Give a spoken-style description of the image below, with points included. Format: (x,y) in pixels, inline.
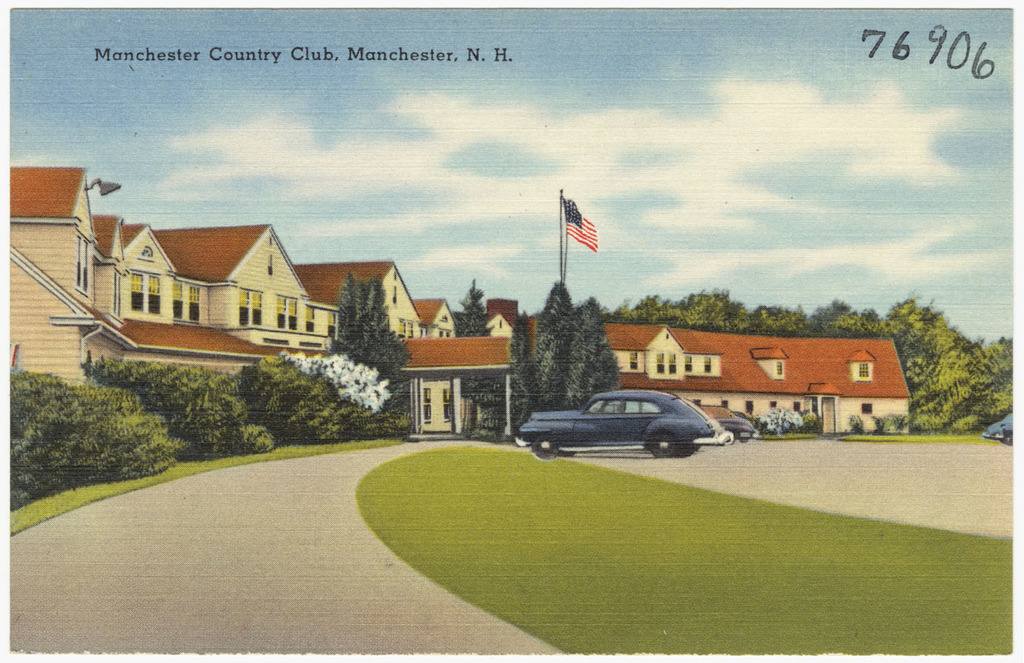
This image is an depiction. In this image we can see the roof houses (284,331), trees (886,334), vehicles (722,412), grass (18,529), path (348,515) and also the sky (676,121) with the clouds (545,134). We can also see the text (498,63) and also the numbers (905,51) and a flag (582,236).
